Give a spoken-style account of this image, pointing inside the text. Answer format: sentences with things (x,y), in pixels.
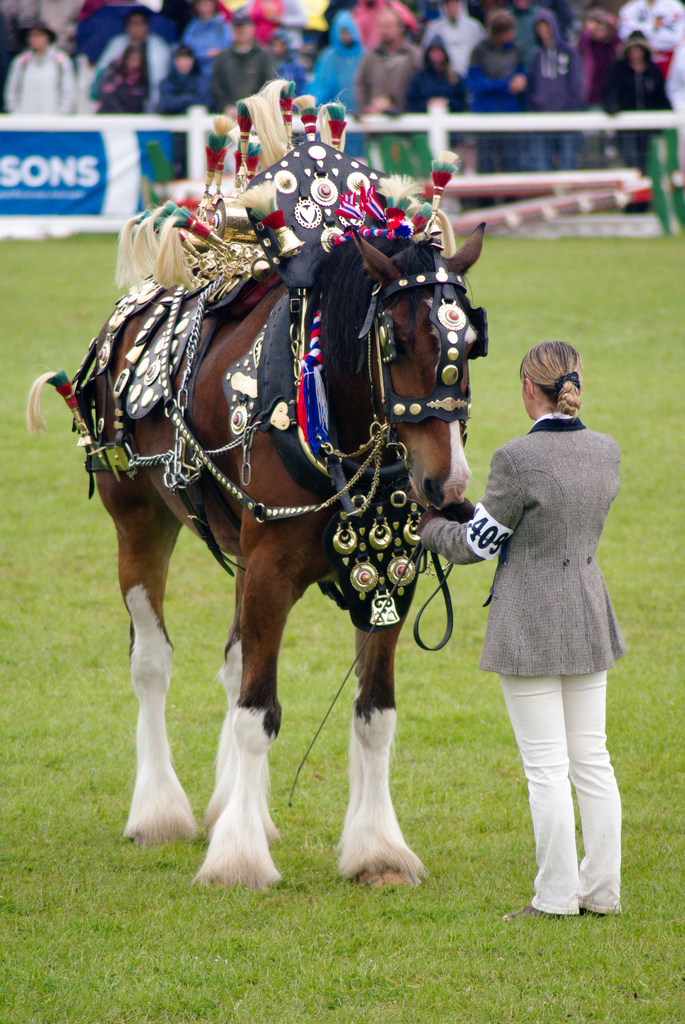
This Picture describe about the horse (274,672) who is well decorated with bells (383,545) and ribbons (316,384) on him and woman (550,675) wearing grey coat (521,643) and white pant (529,688) holding the horse rope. And in behind the public crowd (370,47) is watching them.
